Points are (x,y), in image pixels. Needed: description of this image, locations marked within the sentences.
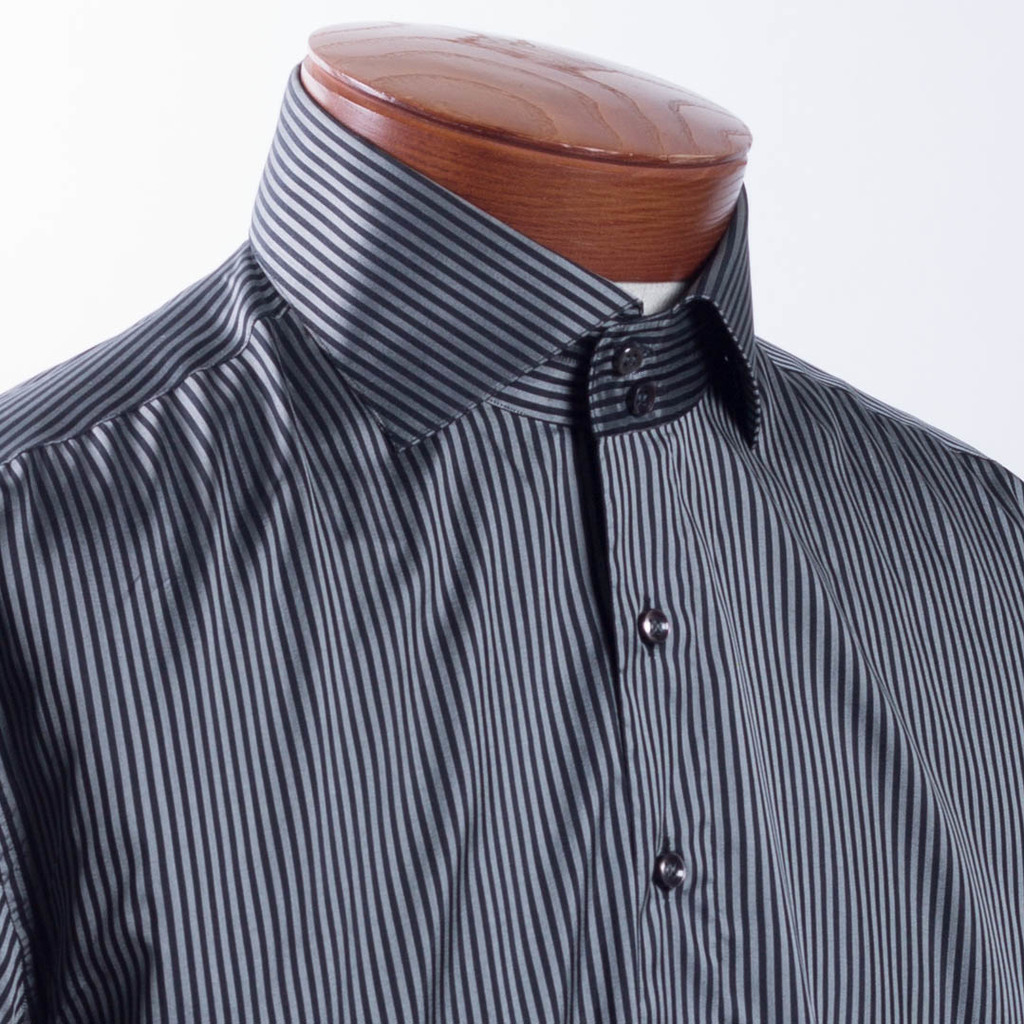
In this image there is a mannequin (671,386) without head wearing a shirt (499,807).
